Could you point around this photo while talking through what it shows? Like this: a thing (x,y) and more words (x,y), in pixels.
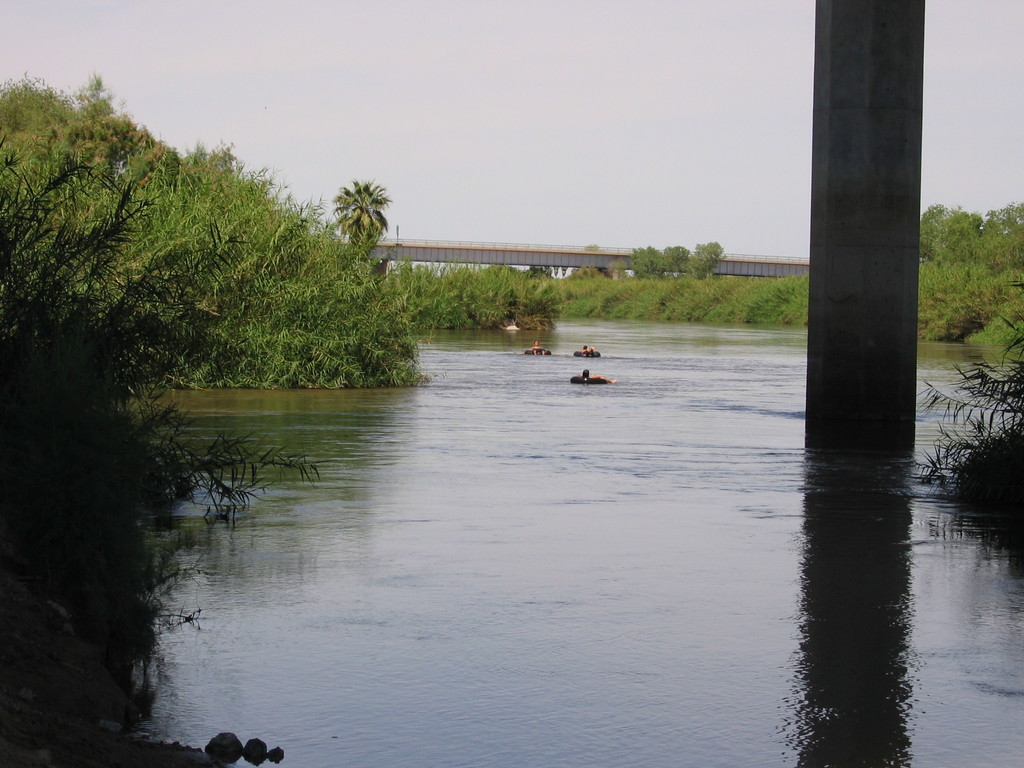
In this image we can see a river (586,507). On the river (514,566) there are few people (535,341) on some objects (589,379). There is a pillar (884,180). On the sides of the river (497,362) there are trees (749,304). In the back (571,274) there is a bridge (563,257) and sky (444,107).
